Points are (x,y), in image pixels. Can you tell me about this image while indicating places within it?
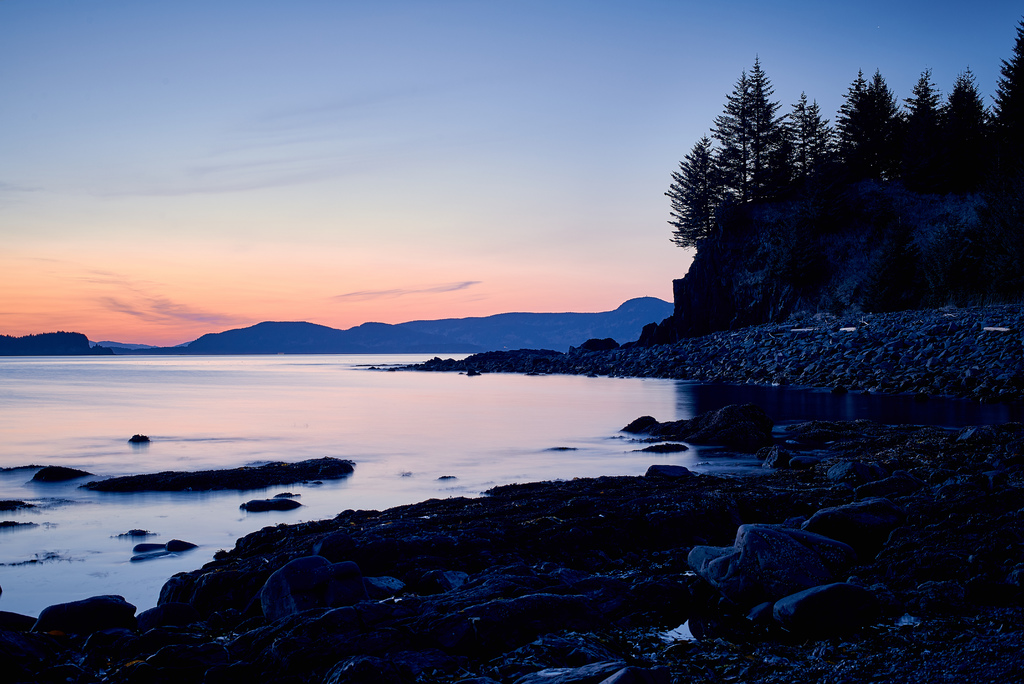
In this image we can see the water (424,419), beside the water (488,455), there are mountains (602,313), trees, rocks (940,347), stones (890,333) and the sky (406,82).
